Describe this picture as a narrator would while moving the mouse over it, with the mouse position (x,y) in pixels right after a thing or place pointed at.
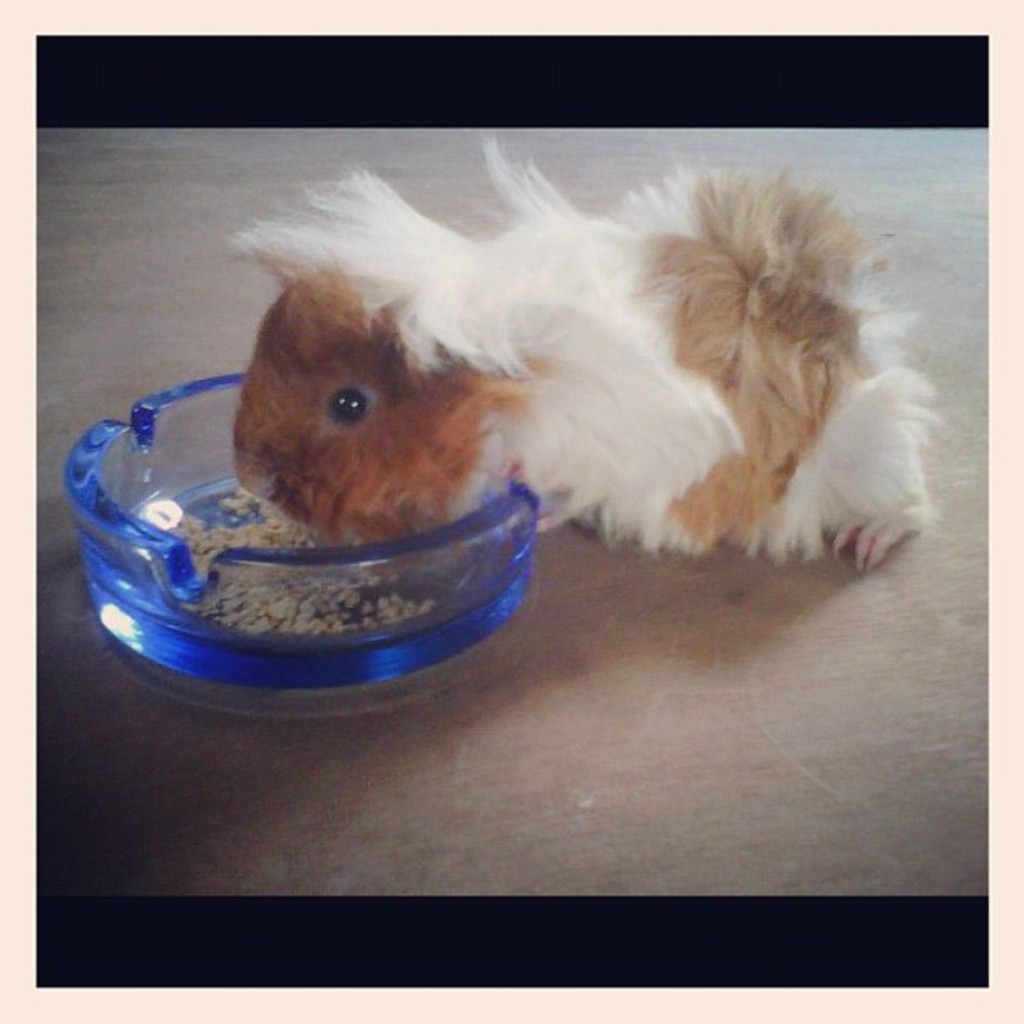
In this picture we can see Guinea pig (334,339) where it is eating some food (202,542) which is placed in the glass bowl (259,656) and this is a floor (637,777).
